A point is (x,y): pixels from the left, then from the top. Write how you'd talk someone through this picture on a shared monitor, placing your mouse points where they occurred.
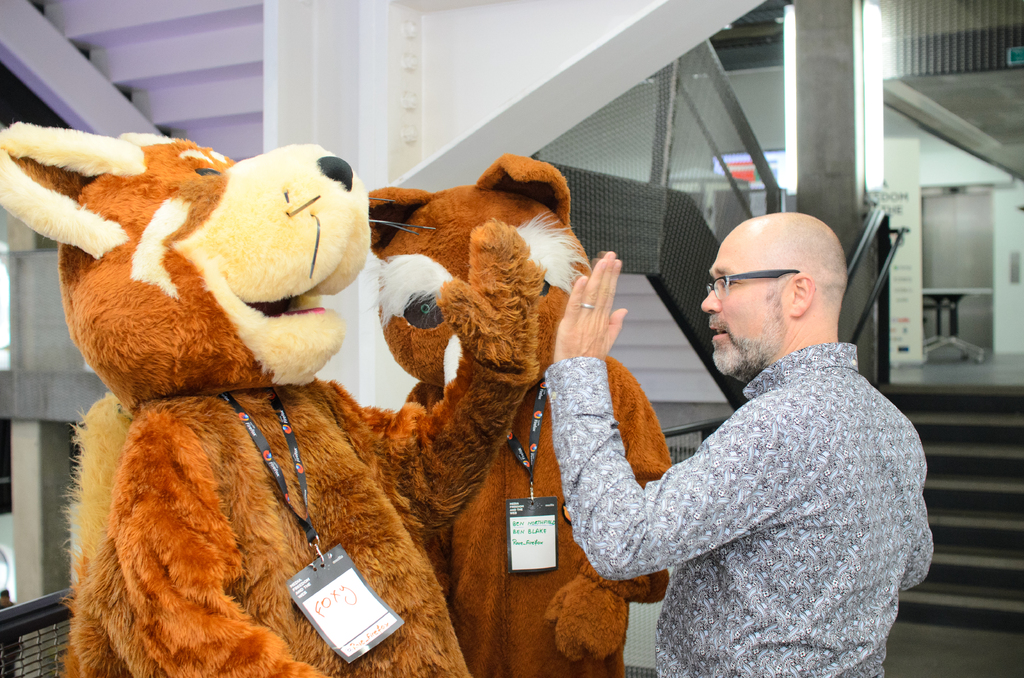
In this image there are three persons (468,384) standing, in which there are two persons (386,426) in fancy dresses (487,431), and at the background (972,497) there are staircases (775,202), iron grills (57,629), table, light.
